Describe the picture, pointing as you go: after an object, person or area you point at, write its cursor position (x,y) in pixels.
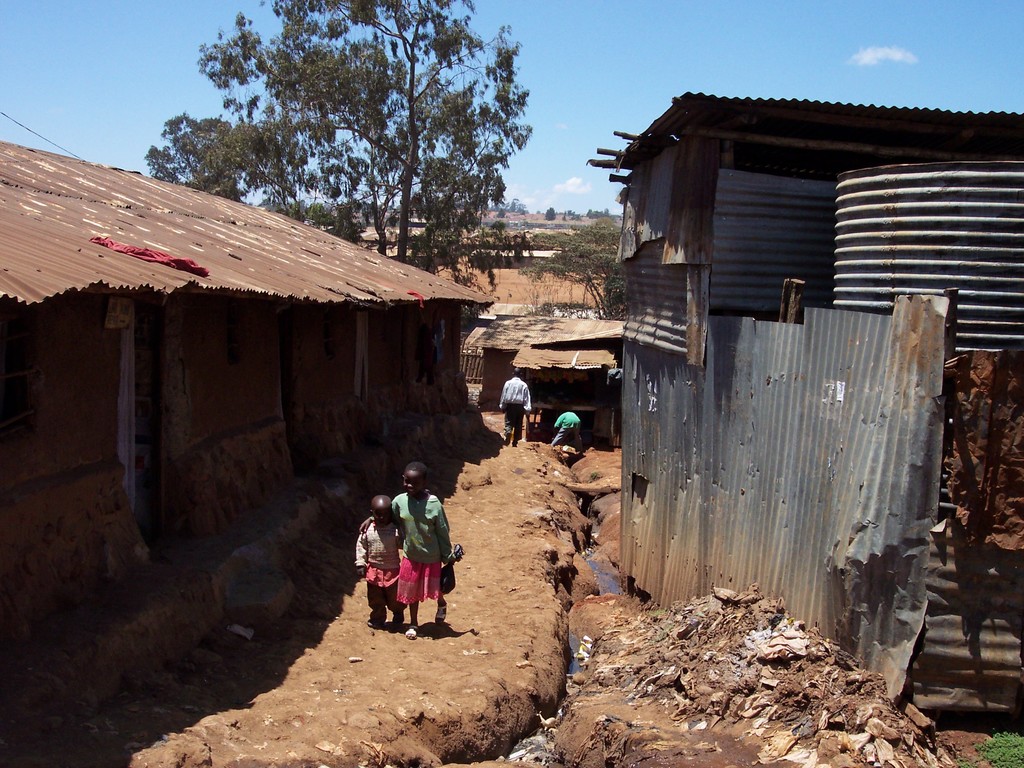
In this image I can see in the middle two children (440,536) are walking, there are iron sheds (195,463) on either side. At the back side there are trees (382,168), at the top (731,45) it is the cloudy sky (731,45).
